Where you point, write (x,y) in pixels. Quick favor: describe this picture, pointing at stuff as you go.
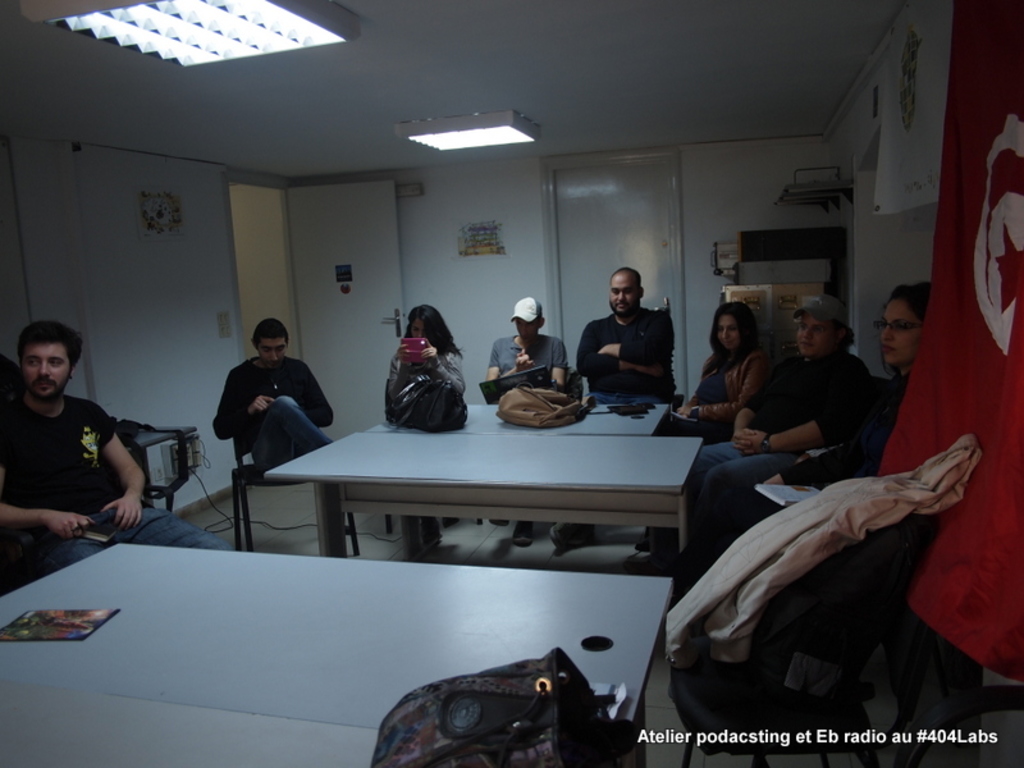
In this image there are group of person (319,422) sitting on a chair (290,483) woman (867,439) sitting on a right side (773,491) is having a book (795,487) in her lap (786,491), the person (533,356) sitting in a center is wearing a white colour hat (530,318). On the left side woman (429,363) is holding a phone (415,354) in her hand (431,350). In the background (483,231) there is a poster (482,244) attached to the wall (445,262), and a door (623,243) closed and a door (369,246) is opened. In the center (471,455) there are tables (407,595) bags (552,413) are kept on the table (502,435) the right side (1015,575) there is a red colour flag (997,445) and in front of the flag (991,517) there is a bag (825,617) and a jacket (825,533) kept on the chair (728,728) i can see a bag (468,719) right in the front of this table (317,726) kept on this table (246,738).
